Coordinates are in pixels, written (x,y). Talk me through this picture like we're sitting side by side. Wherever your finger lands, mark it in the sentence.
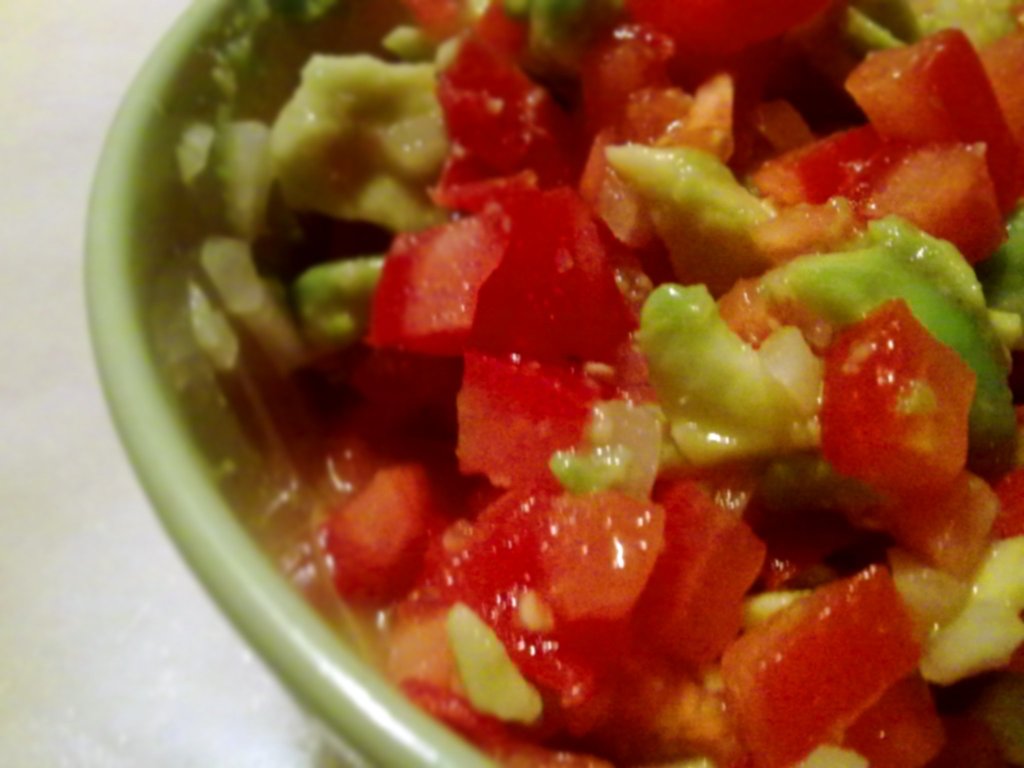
In this image there is a bowl (297,658), having some food (495,408) and vegetable slices (742,426) in it. The bowl (313,650) is kept on the floor (170,691).
